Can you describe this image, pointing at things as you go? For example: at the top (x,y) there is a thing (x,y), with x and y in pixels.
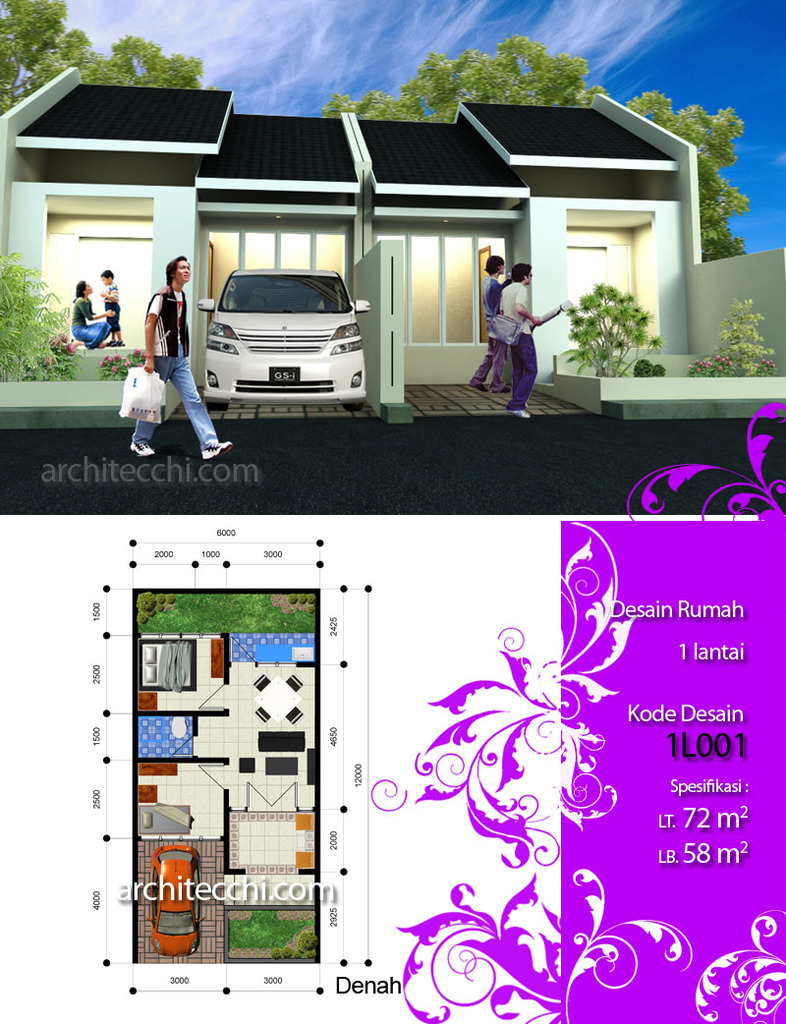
Here we can see a house (71,199), car (213,369), plants (46,326), flowers (723,354), trees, map (278,607), and few persons (220,454). In the background (737,38) there is sky (737,38).
